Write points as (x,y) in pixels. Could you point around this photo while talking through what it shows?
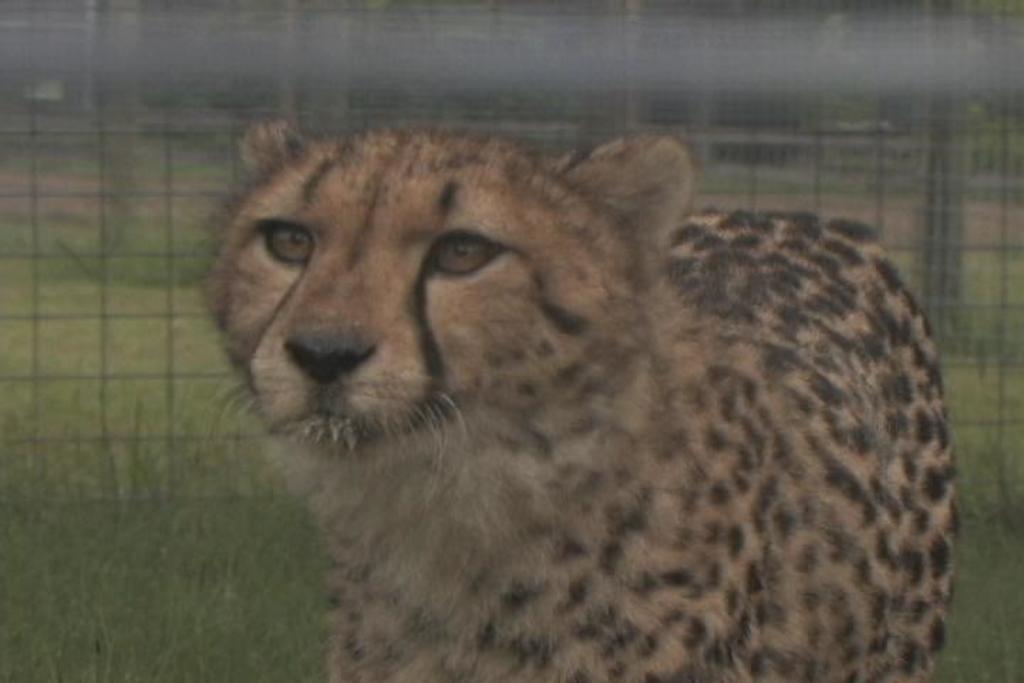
In this picture I can see a cheetah (512,294) in front (373,182) and in the background (304,616) I can see the grass (171,519) and the fencing (932,150) and I see that it is blurred on the top of this picture (459,44).
